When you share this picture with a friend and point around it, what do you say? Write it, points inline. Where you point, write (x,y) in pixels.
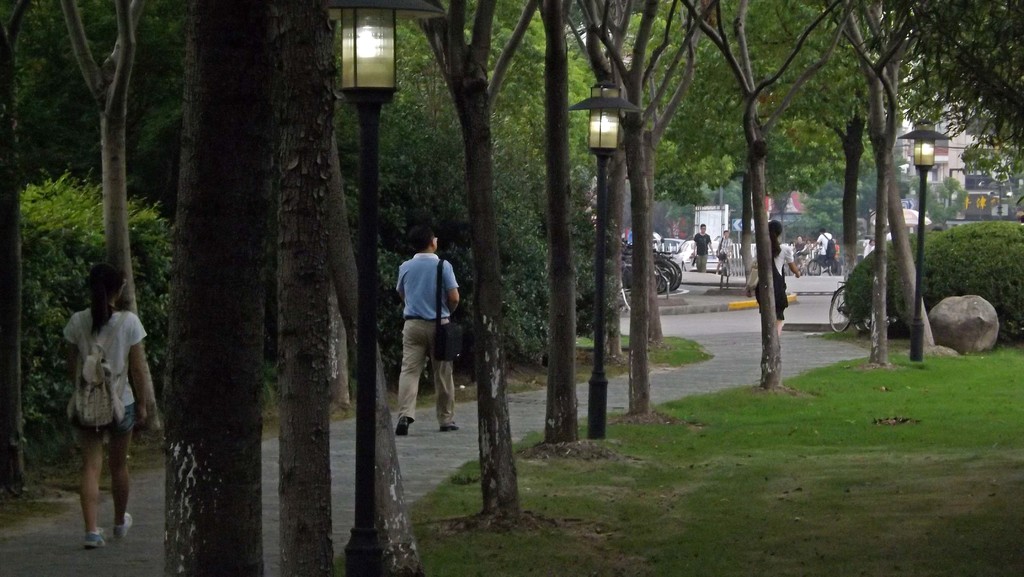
In the center of the image (407,378) we can see persons (90,435) walking on the road (434,447). On the left side of the image (317,434) we can see light pole (365,74) and trees (196,405). On the right side of the image (929,147) we can see stone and light pole (922,217). In the background (814,247) we can see persons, plants (397,139), trees (572,366), buildings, vehicles (679,264) and road (827,282).
